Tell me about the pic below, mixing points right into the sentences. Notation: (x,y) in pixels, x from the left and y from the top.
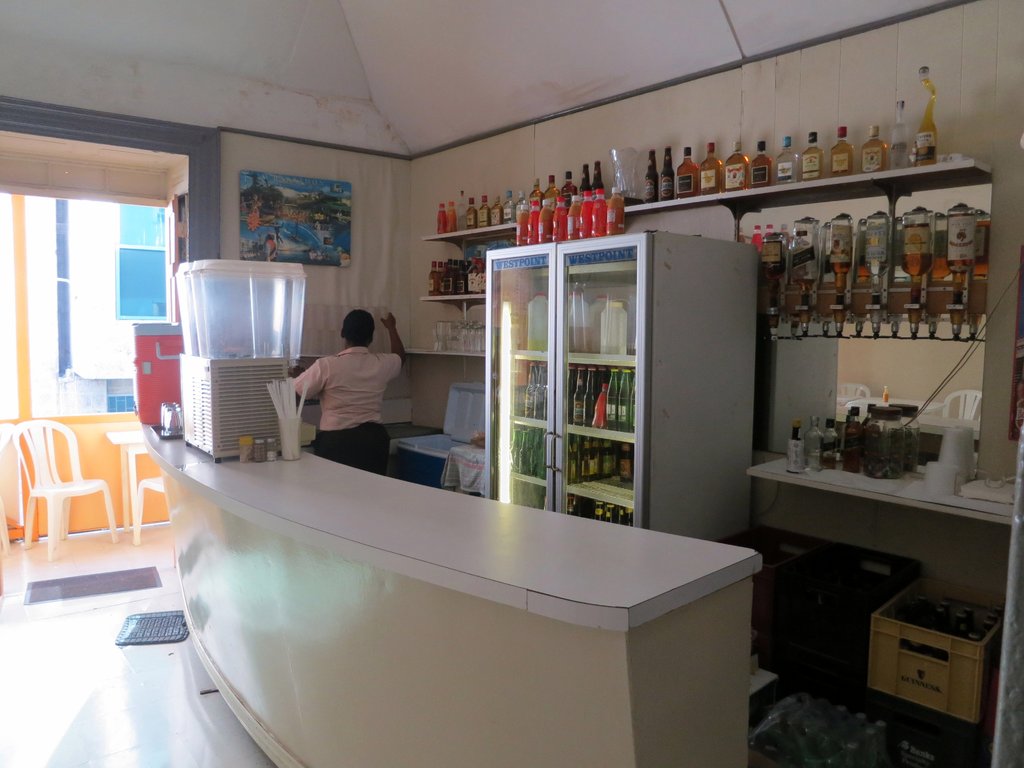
In this image we can see an inside view of a shop (571,541), there is a person (378,366) standing, the person (368,349) is holding an object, there are shelves (779,463), there are bottles (918,283), there is a refrigerator (618,278), there is a desk (341,539), there are objects (258,402) on the desk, there is a floor (176,686) towards the bottom of the image (149,705), there are objects (846,685) on the floor (160,678), there are objects (921,694) towards the right of the image (983,680), there is a wall (382,202), there is a photo frame (351,191) on the wall (365,206), there are chairs (157,485), there is a building (75,301), there are windows (133,249).
